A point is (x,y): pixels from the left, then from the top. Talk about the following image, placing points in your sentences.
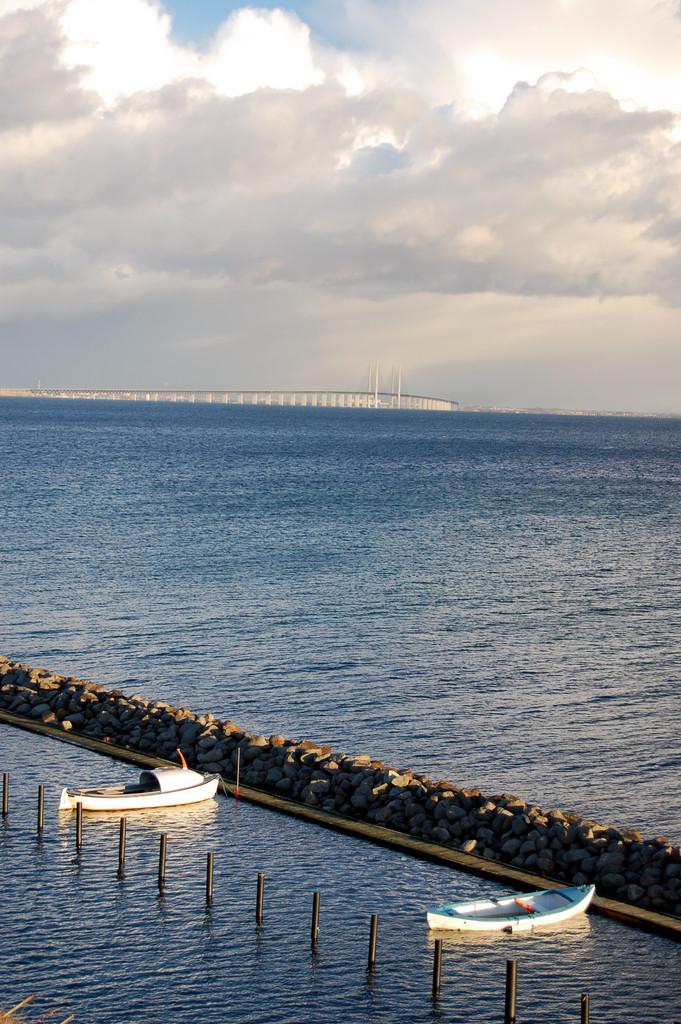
In this image in the center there are boats (178,783) on the water (370,854). In the background (376,608) there is an ocean (385,488) and there is bridge (349,405). The sky (311,234) is cloudy.
